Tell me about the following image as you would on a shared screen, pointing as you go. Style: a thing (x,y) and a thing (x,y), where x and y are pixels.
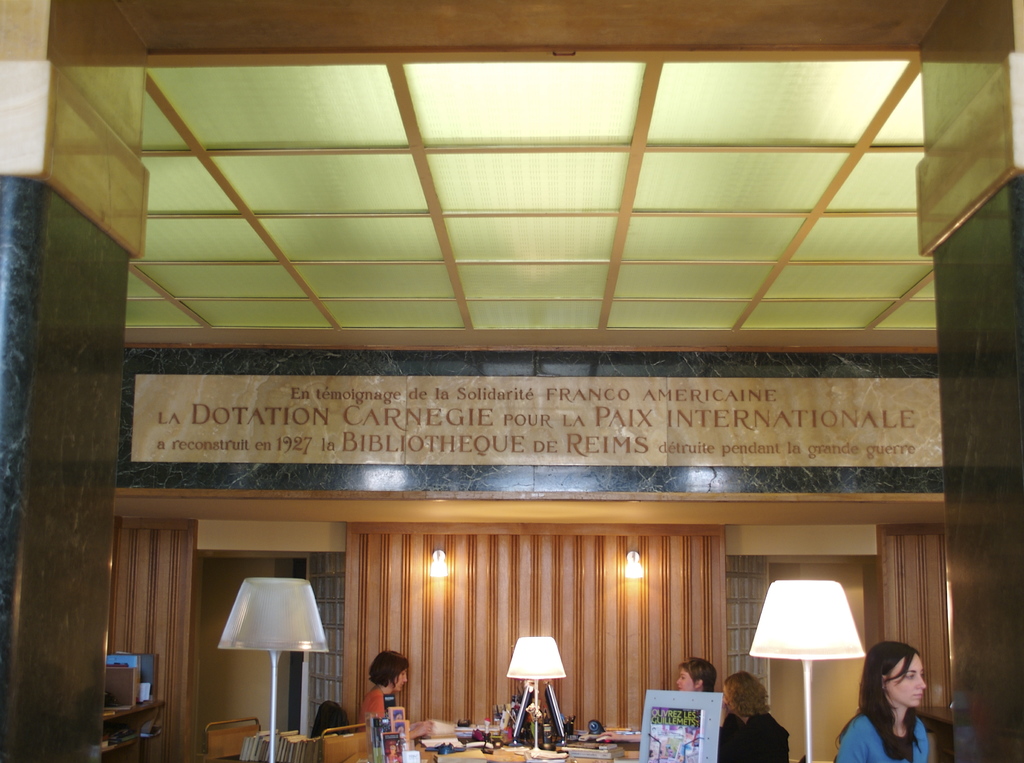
In this image I see 4 women (411,732) and I see lamps (553,651), lights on the wall (565,563) and I see there lot of things (385,710) on this table (624,762) and I see books (608,750) and the racks (152,706) over here.
